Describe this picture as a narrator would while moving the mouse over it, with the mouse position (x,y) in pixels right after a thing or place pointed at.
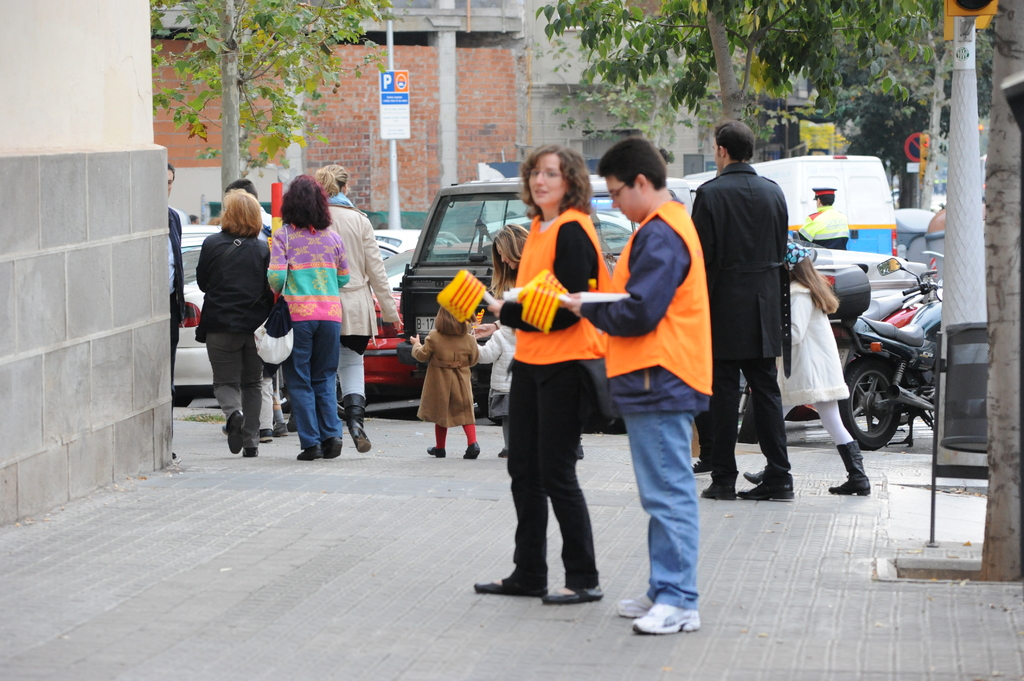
In this image I can see the group of people (472,362) with different color dresses (575,362). To the side of these people (591,309) I can see many vehicles (441,218) on the road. To the right (937,364) I can see many poles (969,284). In the background (228,130) there are trees (605,74), board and the building (494,40).
